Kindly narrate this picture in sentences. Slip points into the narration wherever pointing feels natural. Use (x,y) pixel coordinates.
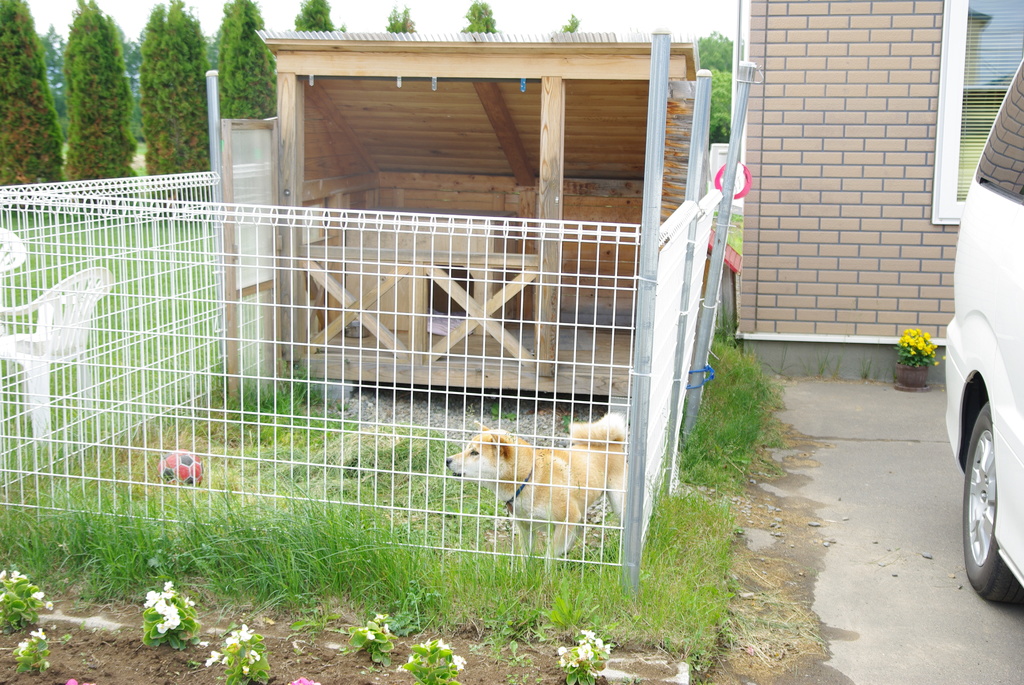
In this image there is a shed (332,320) and we can see a dog (467,464) and a ball (184,463). At the bottom (183,618) there is grass (574,600) and shrubs (178,634). We can see flowers (31,592). On the right (1010,381) there is a car (1014,382) and a building (817,315). In the background (120,145) there are trees (81,90) and sky (419,7). We can see fence (168,332) and chairs (18,255).
